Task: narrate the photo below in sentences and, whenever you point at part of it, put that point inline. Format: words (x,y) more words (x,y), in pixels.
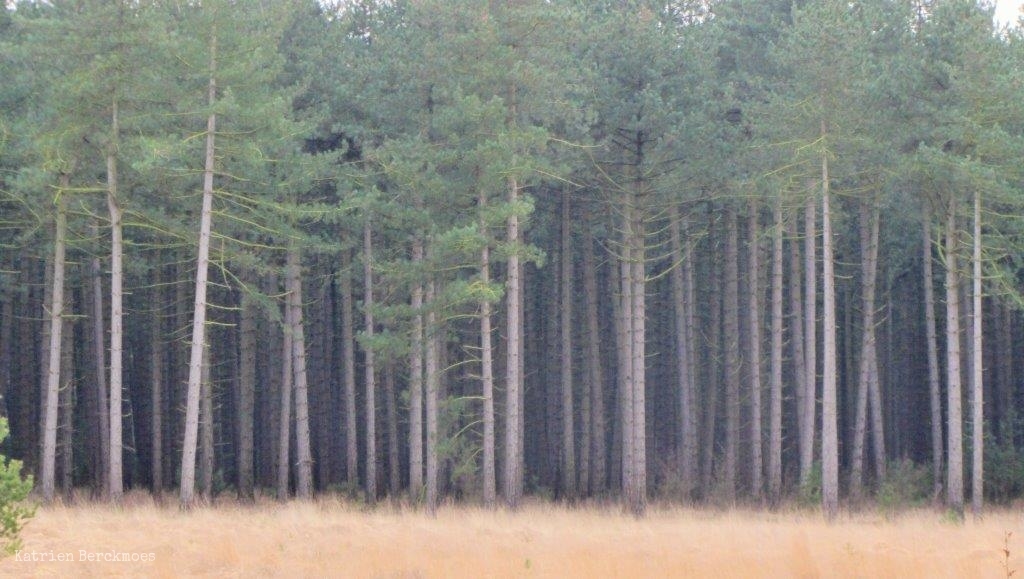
In the image in the center (622,328) we can see trees (939,216), plants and grass (680,543). On the bottom left of the image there is a watermark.
